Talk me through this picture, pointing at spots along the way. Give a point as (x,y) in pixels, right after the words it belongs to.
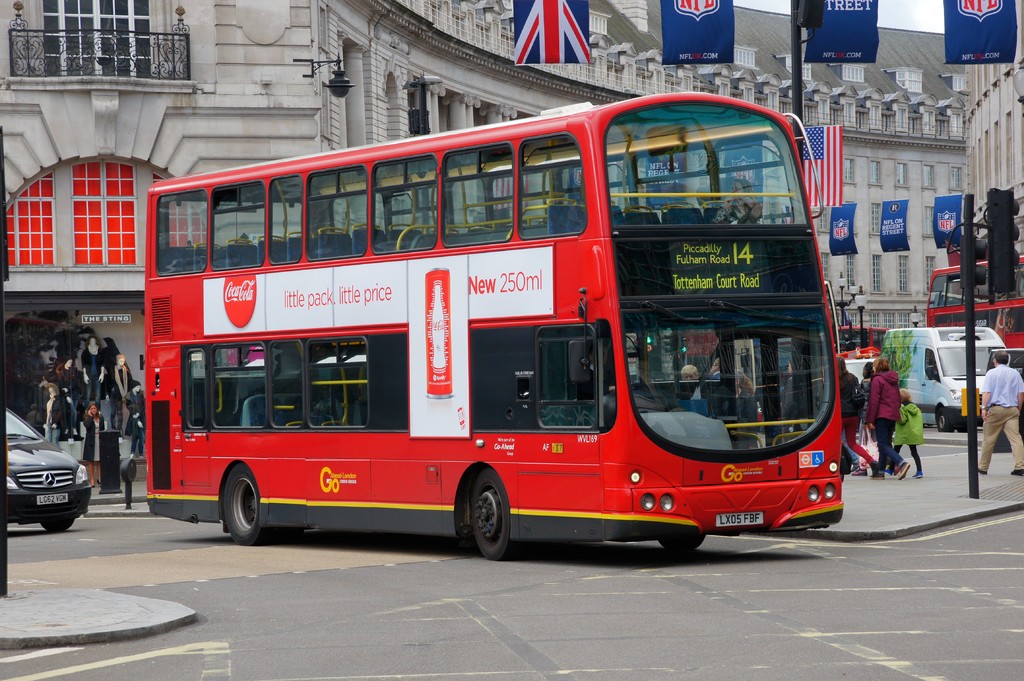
In this picture there is a red color double Decker bus (468,385) moving on the road (487,566). Behind there is a car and cloth shop (35,382). In the background (239,109) there is a white color building (736,64) and some flags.
